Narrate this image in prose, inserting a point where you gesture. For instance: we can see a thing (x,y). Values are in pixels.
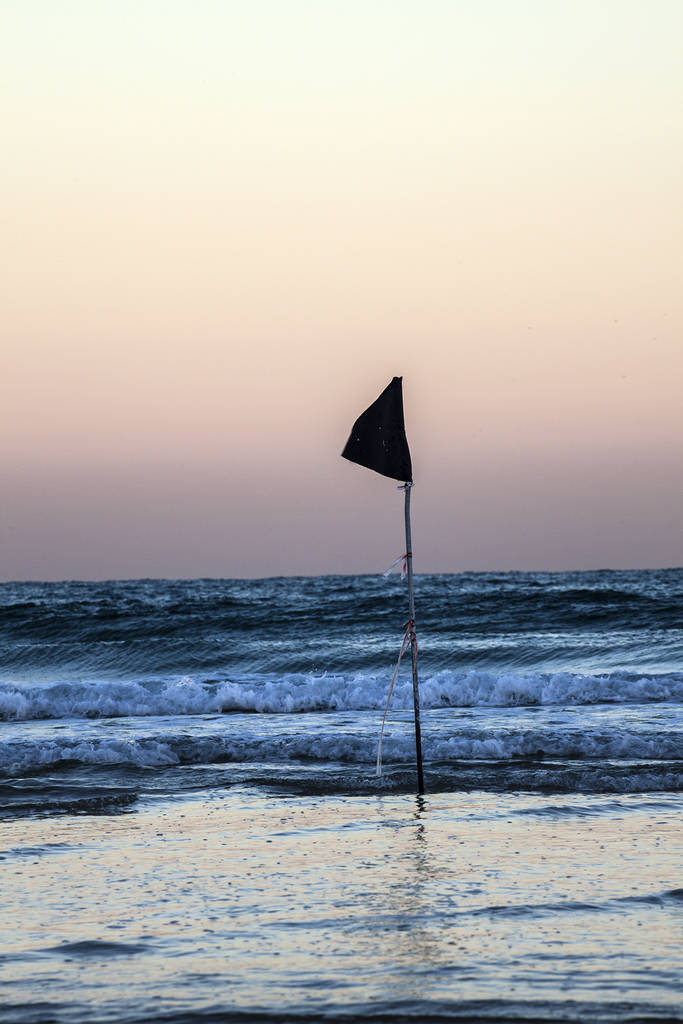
In this image we can see a flag (372,466) in the water (409,775). In the background (296,254), we can see the sky (296,254).
